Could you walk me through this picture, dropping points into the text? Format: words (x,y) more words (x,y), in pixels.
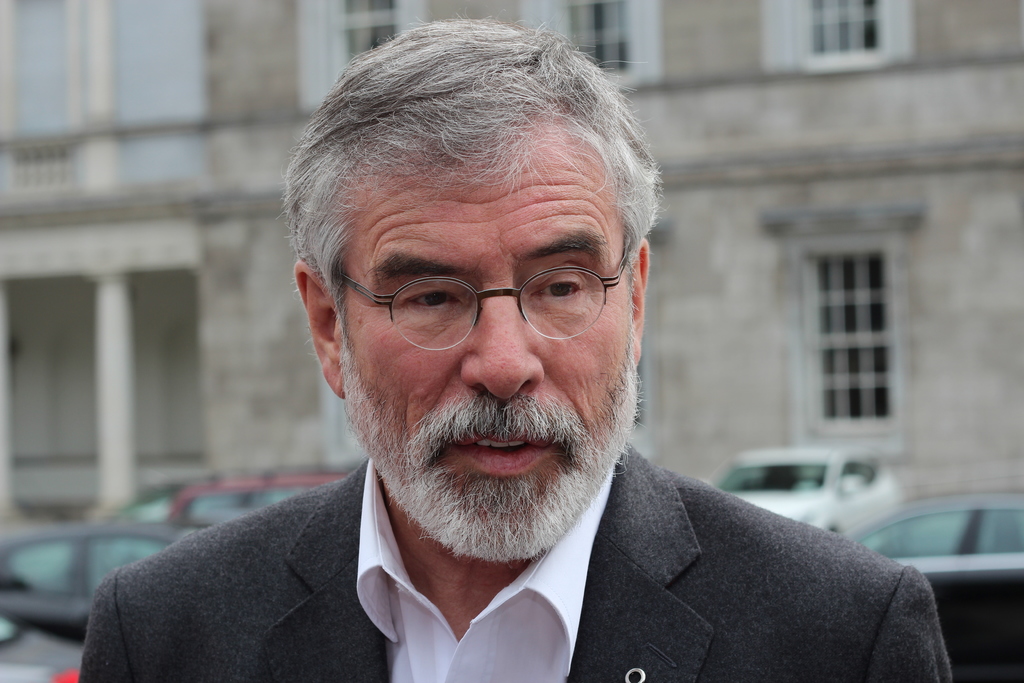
In this image in the foreground (404,537) there is one man (527,584) who is talking something, in the background (780,291) there is a building (148,234) and some vehicles (19,580).
